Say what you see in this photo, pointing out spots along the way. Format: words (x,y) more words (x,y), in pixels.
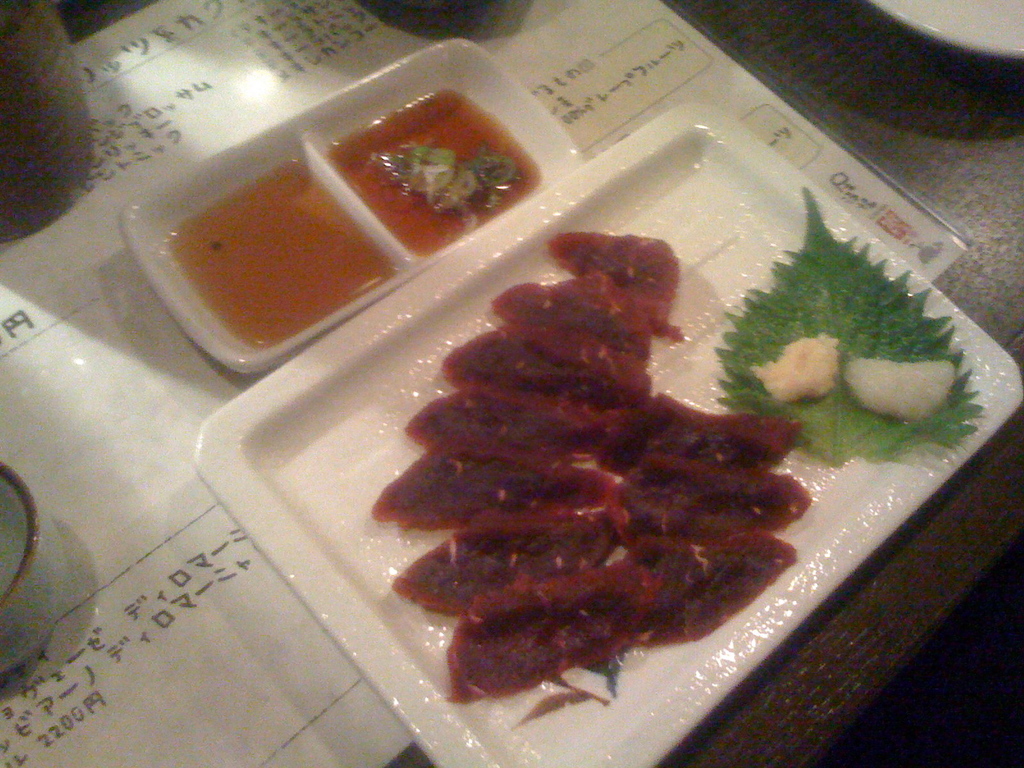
In the foreground of this image (747,533), there is some food (616,462) on a platter (319,442) and sauce (307,219) in a cup (305,138) like an object (298,141). On the table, there is a sheet (287,54), on which cup (31,601), platter (310,454) and few objects (22,572) are placed.
